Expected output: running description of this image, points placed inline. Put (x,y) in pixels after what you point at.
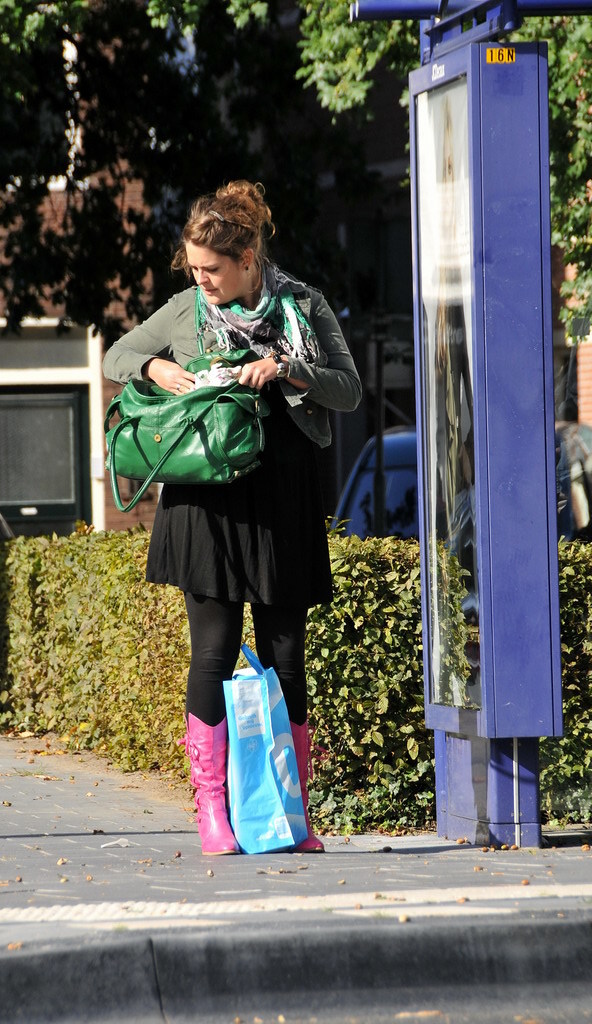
In this picture we can see a woman (270,363), she wore a bag (179,453), and we can find another bag (261,793) in front of her, beside to her we can see few shrubs (353,599) and a hoarding (535,410), in the background (559,285) we can see few trees (337,129), a car (408,527) and a buildings (562,339).
